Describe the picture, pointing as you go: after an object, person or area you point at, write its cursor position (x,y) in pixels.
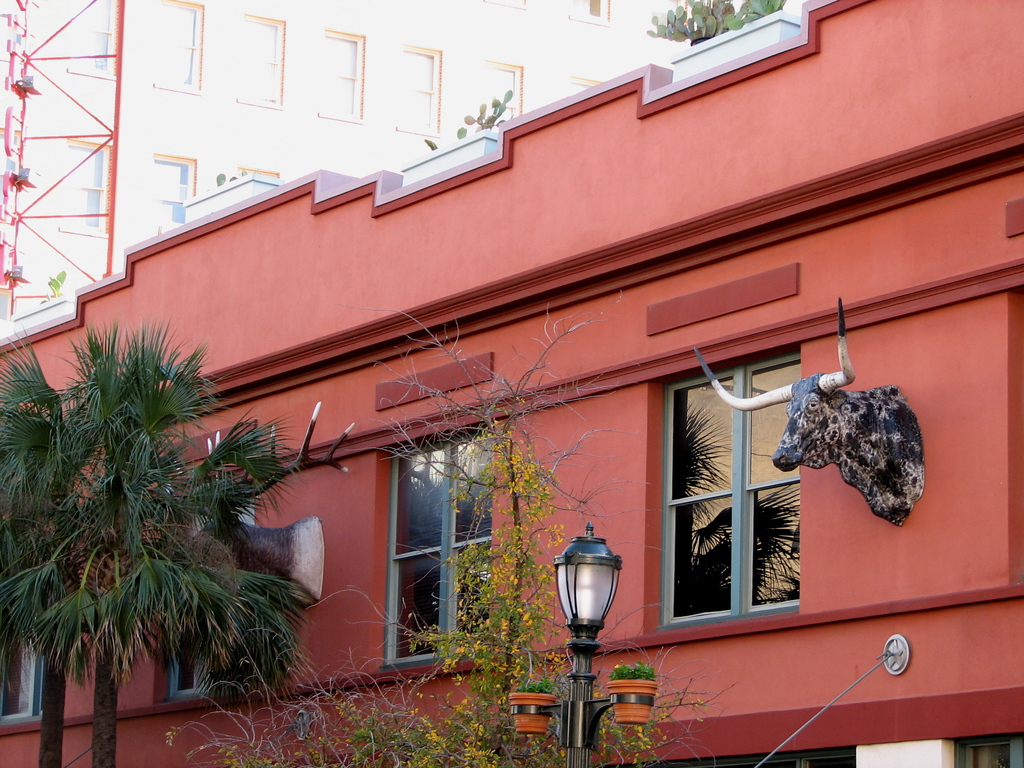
In this image there is a building (600,445) and some trees (52,445) and animal heads (262,533), pole (567,645), light (573,633), flower pots (518,716), plants (511,619). And in the background (325,62) there is a building (539,45), plants (717,14) and on the left side (58,60) it looks like a tower (49,37).
